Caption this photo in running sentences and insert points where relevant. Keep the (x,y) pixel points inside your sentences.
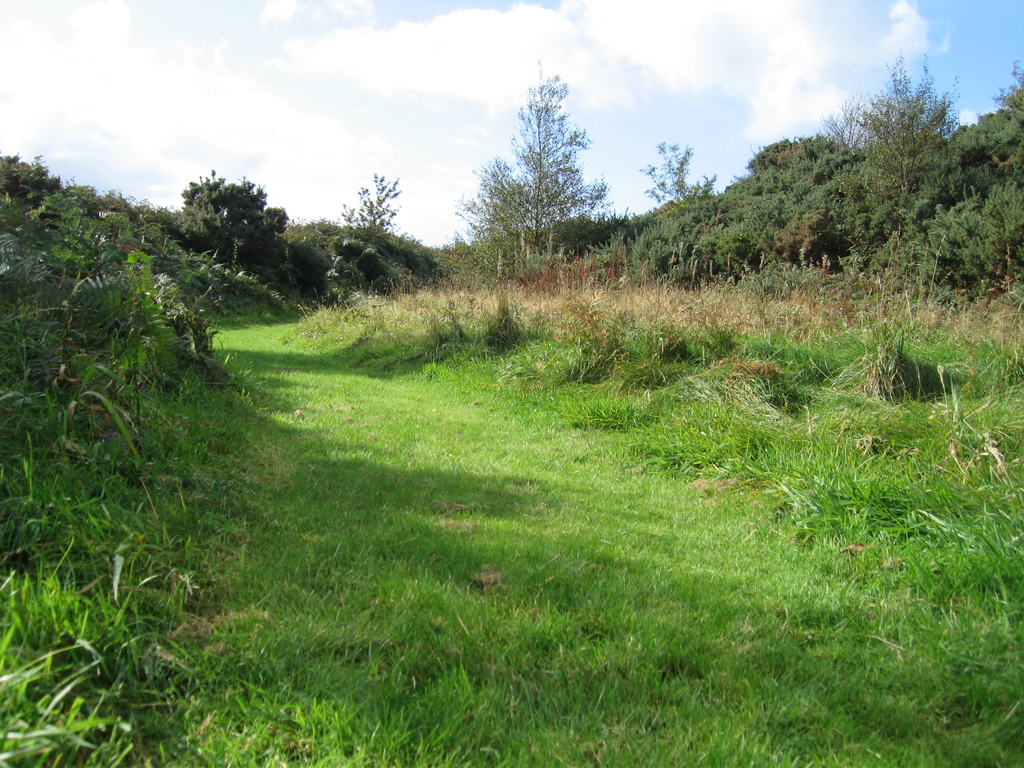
This image consists of plants (434,317) and trees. At the bottom (503,526), there is green grass (465,441). At the top (400,72), there are clouds (322,120) in the sky (253,104).
